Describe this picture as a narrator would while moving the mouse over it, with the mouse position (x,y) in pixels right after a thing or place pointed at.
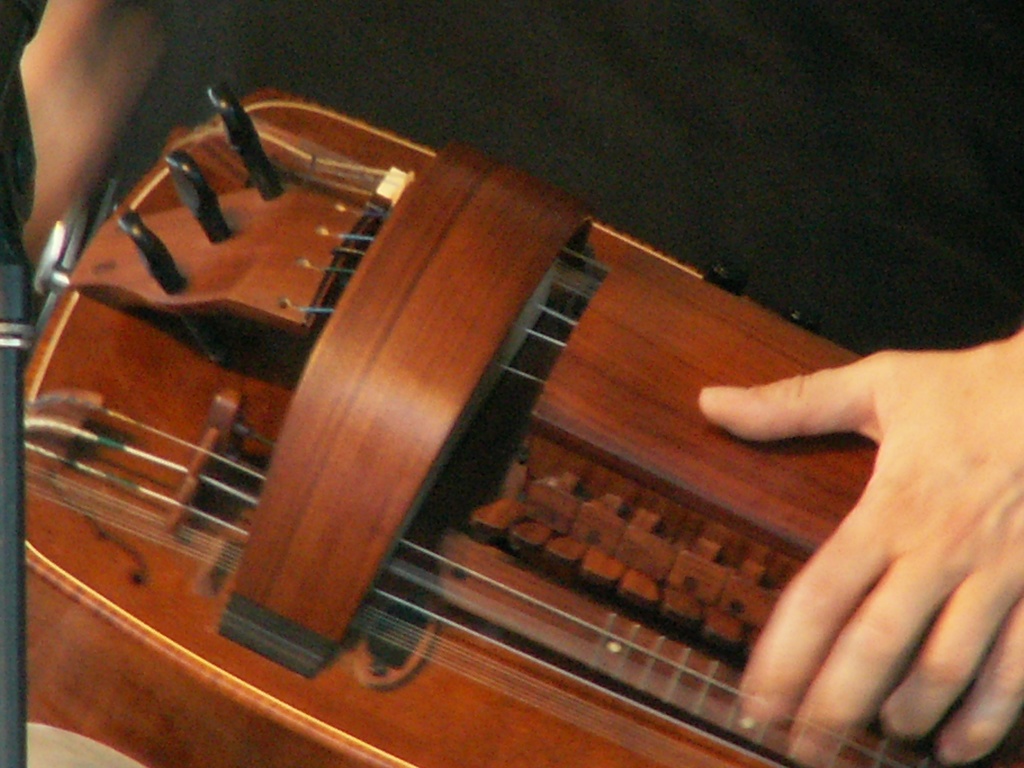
In this picture, we see the hands (926,533) of the person (623,32) who is playing the musical instrument (133,520). It is in brown color. At the top (722,134), it is black in color.
